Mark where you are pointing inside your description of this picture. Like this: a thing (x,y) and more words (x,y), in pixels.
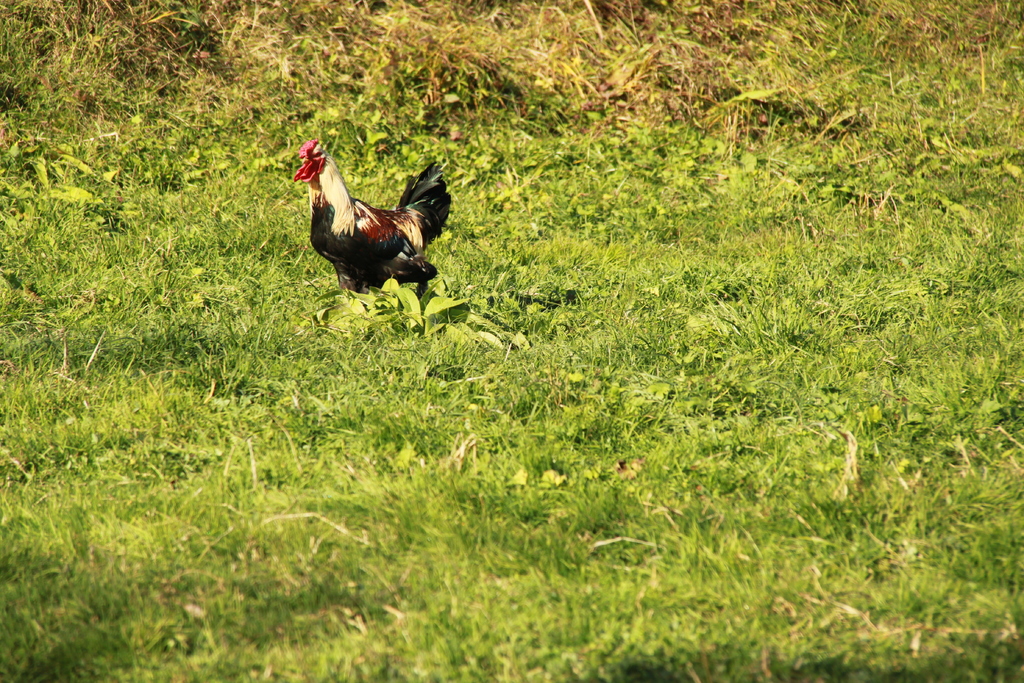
In this image there is a cock (345,223) on a grassland (608,191).
